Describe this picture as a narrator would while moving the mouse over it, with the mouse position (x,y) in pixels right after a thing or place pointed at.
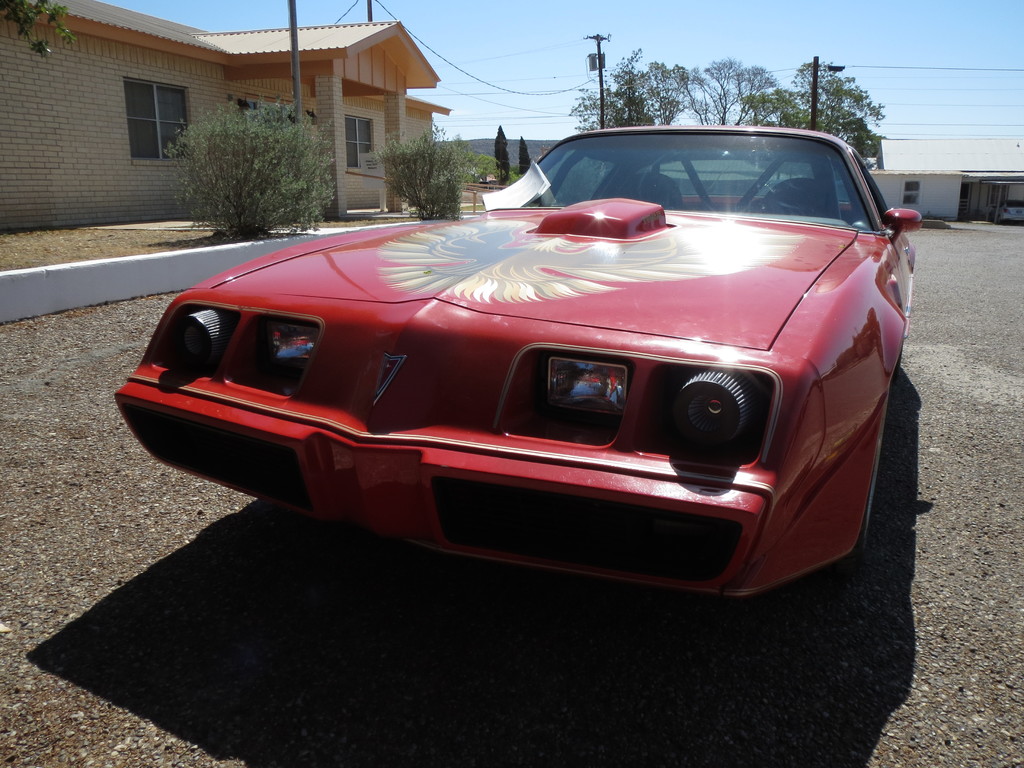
In this picture we can see a red color car (619,331) here, on the left side (154,168) there is a house (193,120), we can see trees (758,100) here, there is a pole (604,103) here, we can see the sky (545,31) at the top of the picture (496,34).
